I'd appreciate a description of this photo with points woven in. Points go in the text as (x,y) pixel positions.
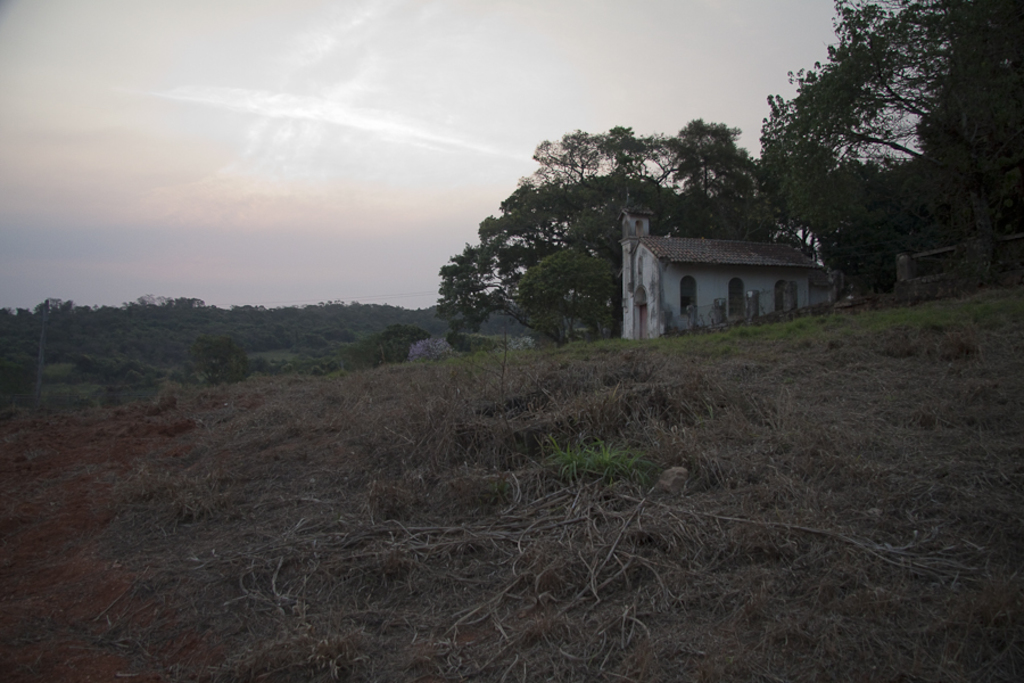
In this image we can see dry grass (396,484), trees (463,287), house (628,255). At the top of the image (355,95) there is sky (241,98).
